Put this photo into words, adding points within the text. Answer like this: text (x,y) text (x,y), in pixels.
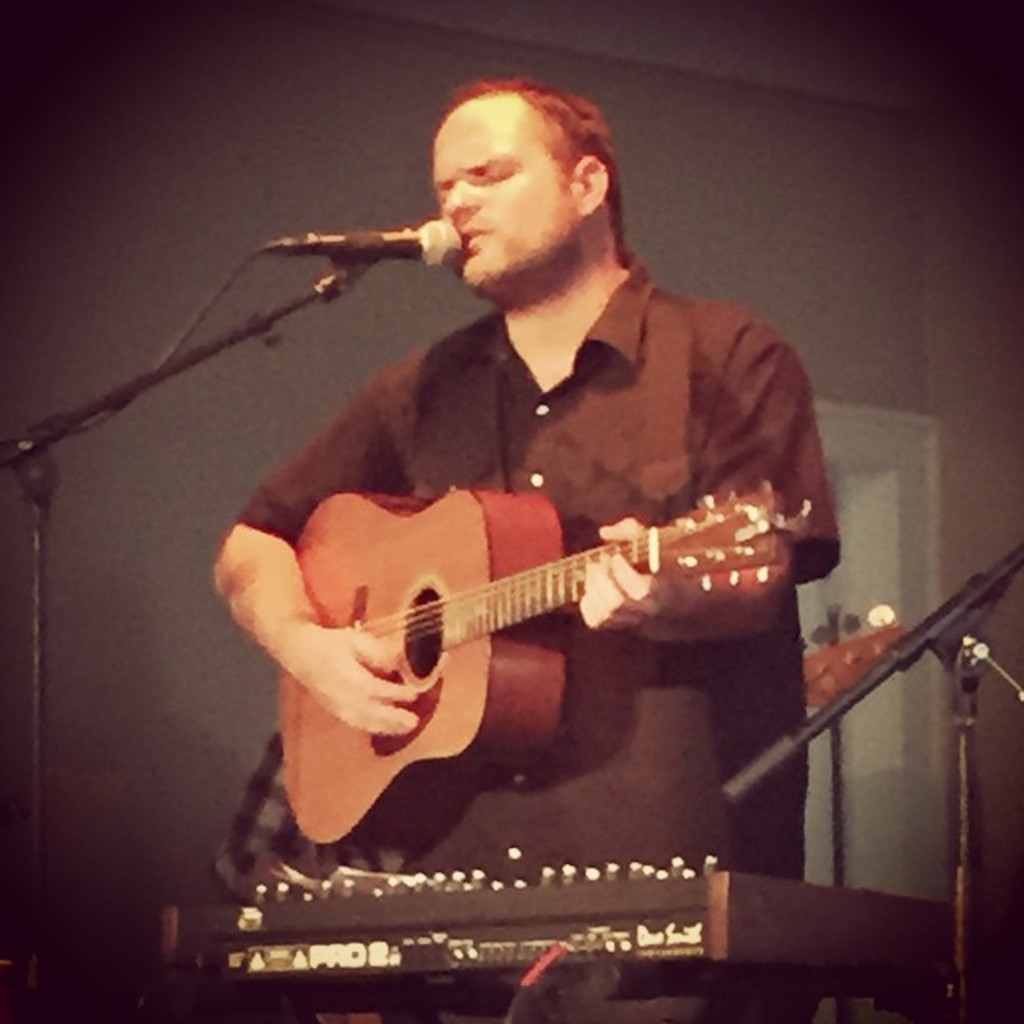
In this image I can see a man (558,502) wearing a black shirt (682,734) and standing. He is singing a song and playing guitar (483,611). I think this is some kind of electronic device (535,953) which is used to adjust the music. This is a mike (340,249) with the mike stand (74,417).
